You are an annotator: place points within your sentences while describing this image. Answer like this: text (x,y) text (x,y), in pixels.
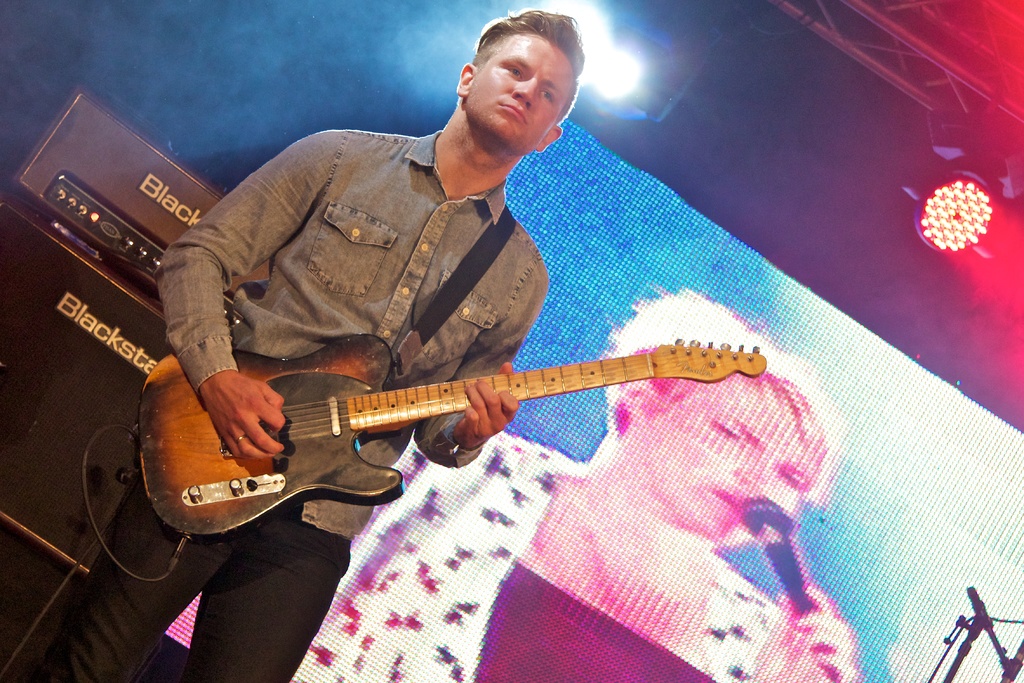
Here a person (278,541) is playing guitar (343,454). In the background (632,500) there is screen (896,562), light (947,227) and pole (915,51).
